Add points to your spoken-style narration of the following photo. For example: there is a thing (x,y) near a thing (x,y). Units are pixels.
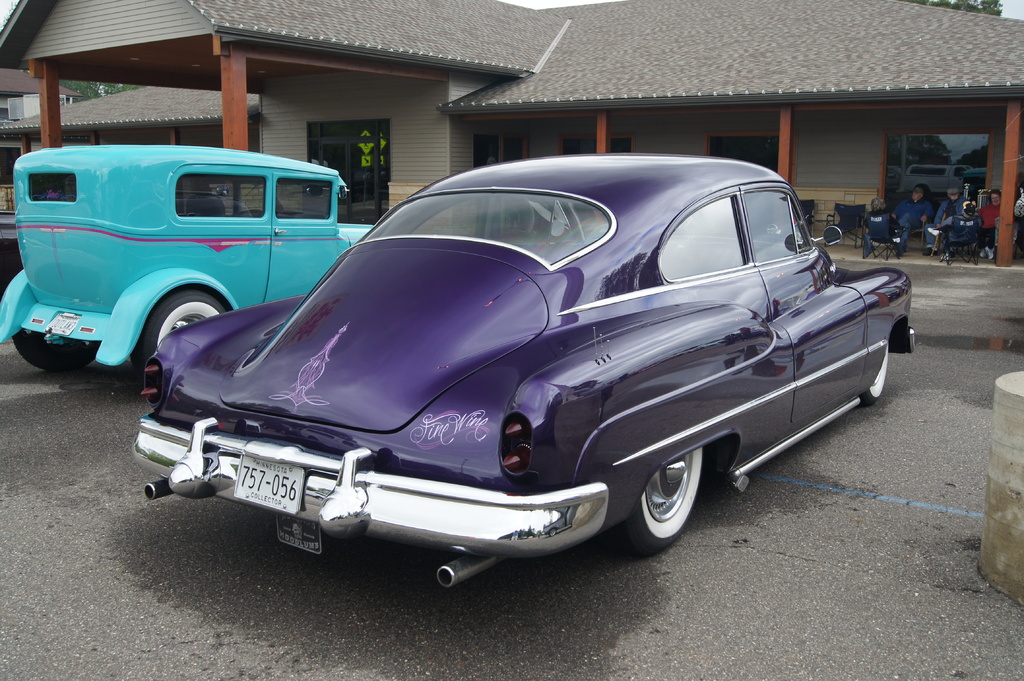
In this picture, we see two cars (361,302) which are in blue and purple color. Behind that, we see people (909,225) sitting on the chairs (854,209). Beside the car (313,167), we see a building (411,131) with a grey color roof (630,82). On the right side (987,519), we see a drum (1012,442).
